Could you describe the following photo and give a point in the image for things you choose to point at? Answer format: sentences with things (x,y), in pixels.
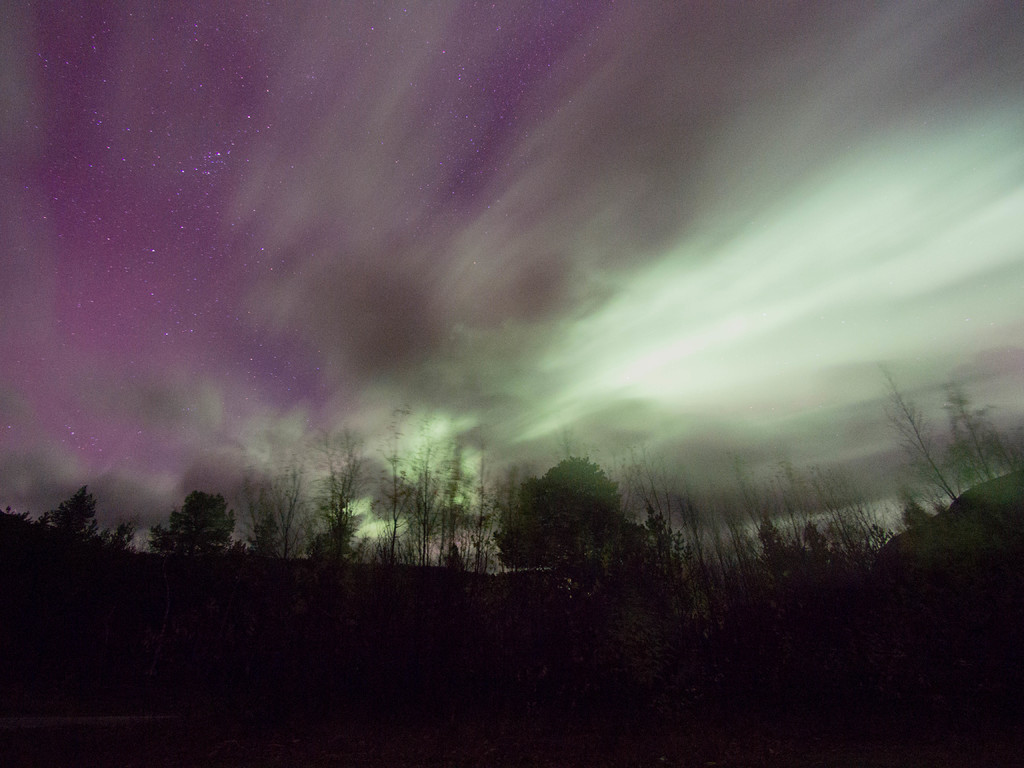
In this picture we can see there are trees (147,660) and the sky (521,231).
